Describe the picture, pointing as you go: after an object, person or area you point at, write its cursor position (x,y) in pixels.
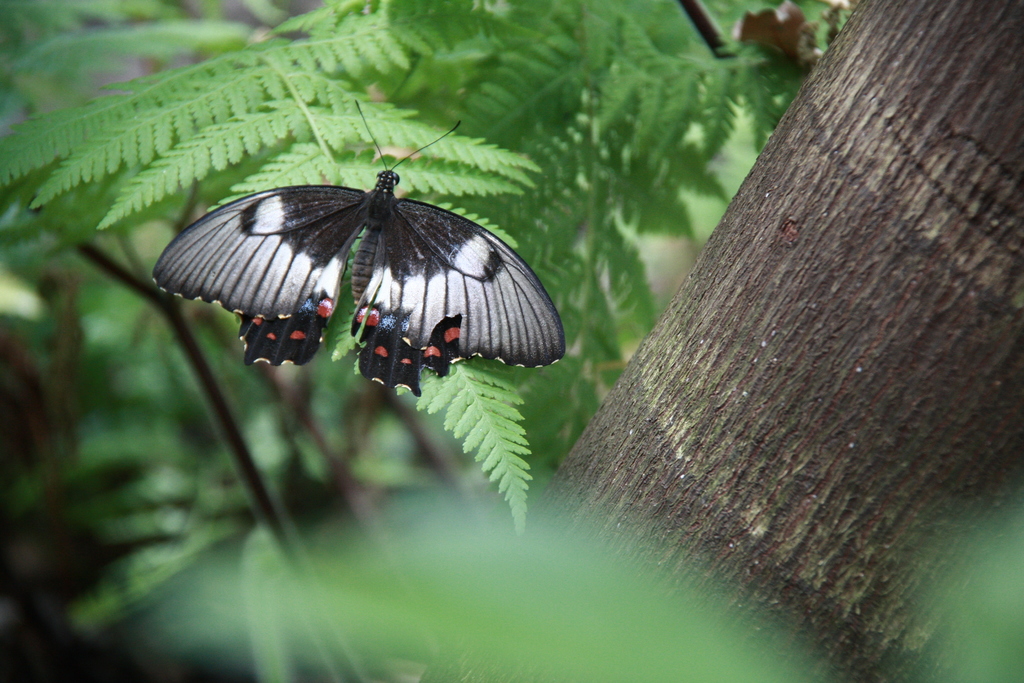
In the picture we can see a butterfly (377,144). Here we can see leaves (565,194) and branches (906,256).
